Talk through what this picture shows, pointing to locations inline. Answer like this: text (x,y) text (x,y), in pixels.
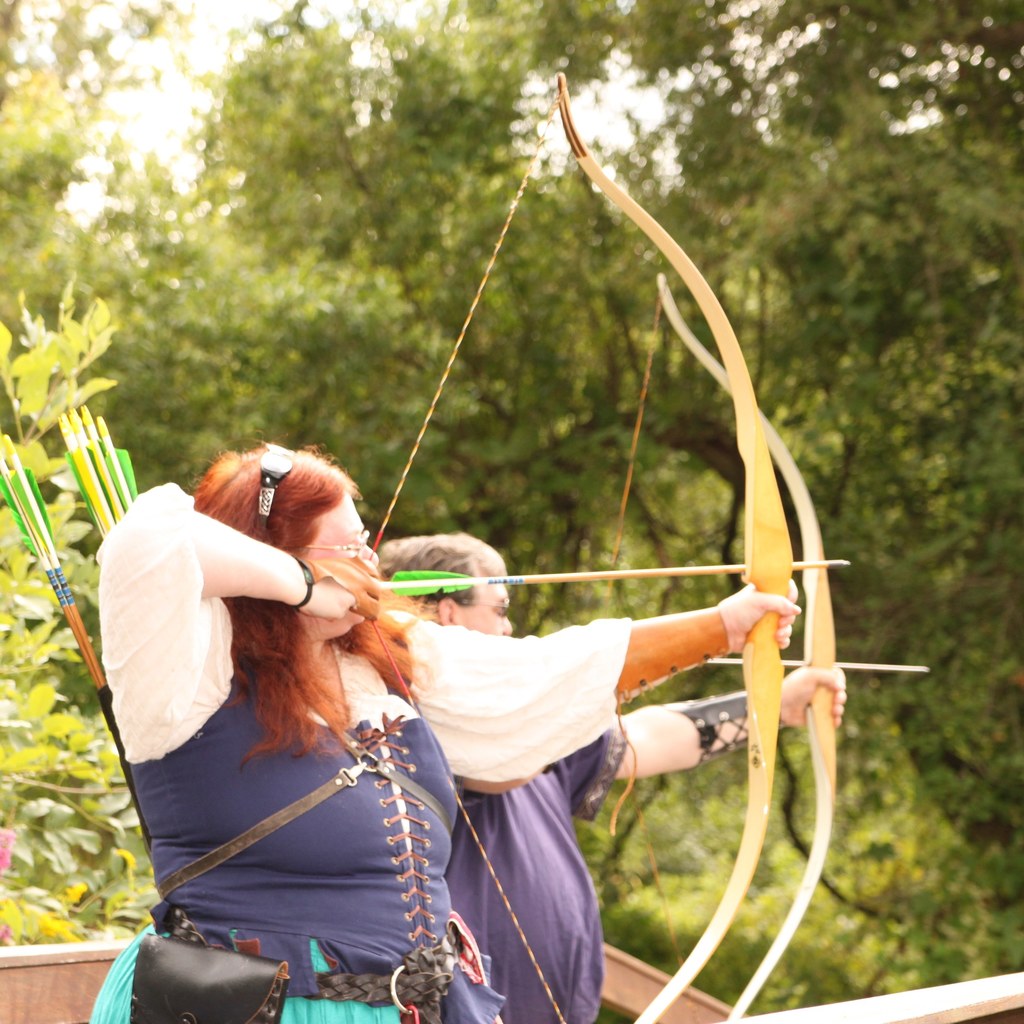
In front of the image there are two people (365,968) holding the arrows (127,487) and bows (654,1017). In the background of the image (526,249) there are trees (300,158).
